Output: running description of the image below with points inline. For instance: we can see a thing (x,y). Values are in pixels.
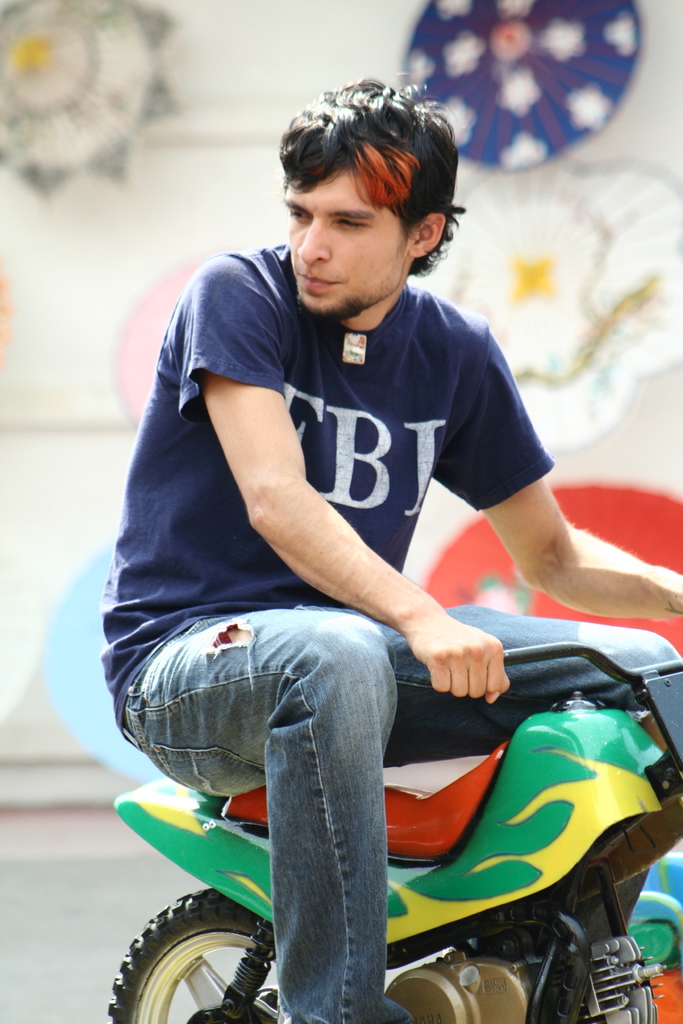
This is a picture of a man (386,492) riding the toy motorcycle (483,861) background of the man (222,536) is a blur.
